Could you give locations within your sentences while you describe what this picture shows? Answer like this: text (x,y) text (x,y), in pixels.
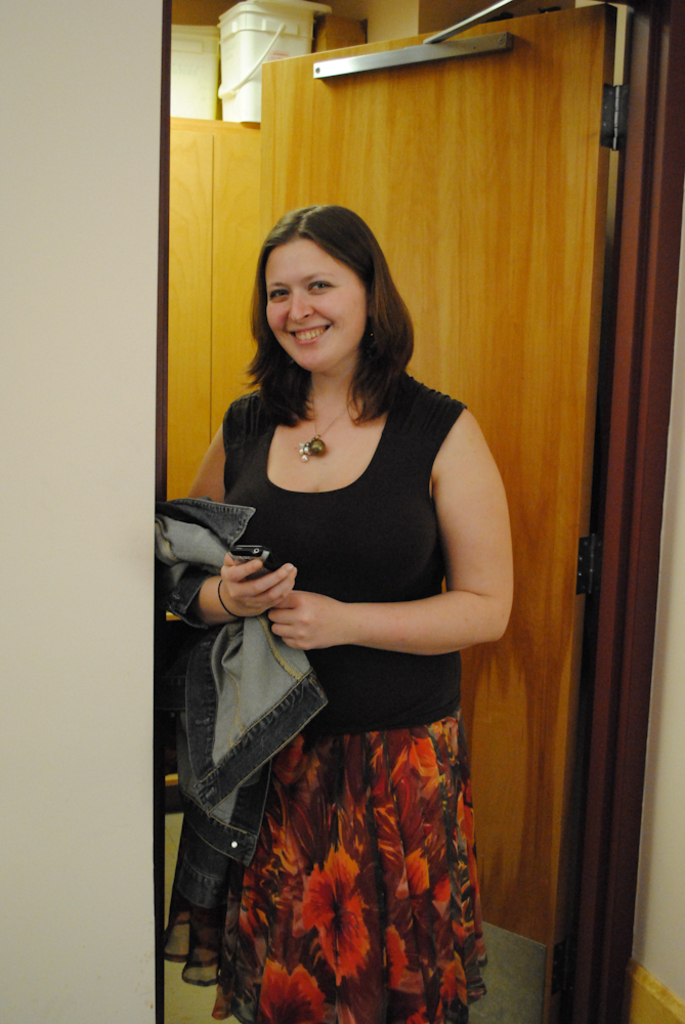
In the center of the image (305,604) we can see a lady (389,690) standing and smiling. She is holding a mobile (257,548) and a jacket (212,667). In the background (562,441) there is a wall (154,524) and we can see a door (491,174). There are buckets (255,100) placed in the shelf (225,128).
